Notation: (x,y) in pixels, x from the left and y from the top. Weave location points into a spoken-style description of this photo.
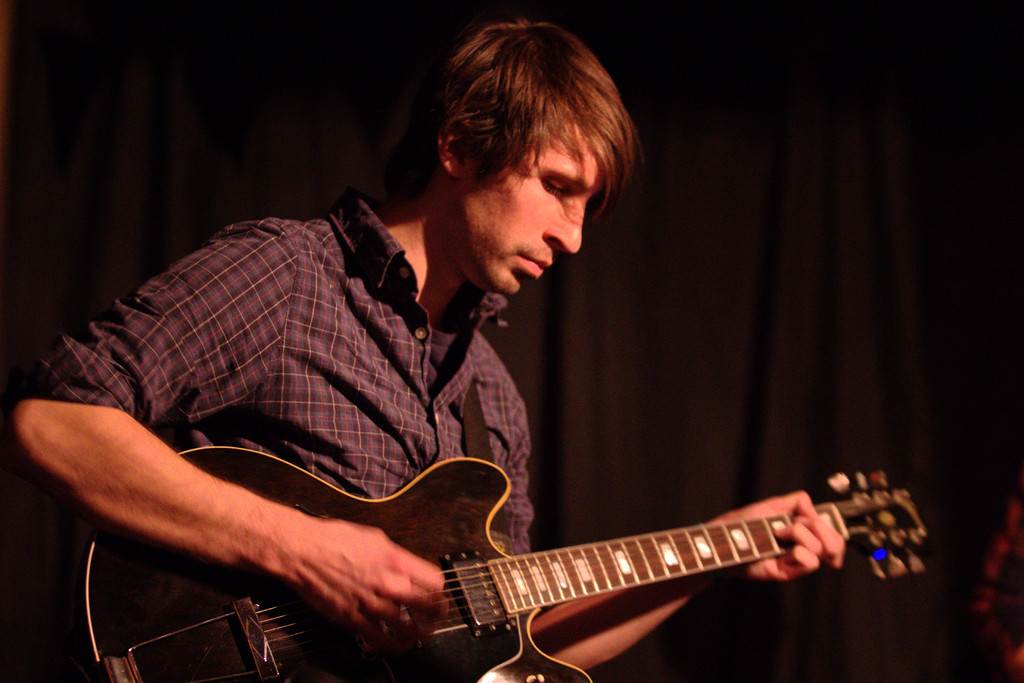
The person (407,437) is sitting and playing guitar (667,551) and the background (266,103) is black in color.
